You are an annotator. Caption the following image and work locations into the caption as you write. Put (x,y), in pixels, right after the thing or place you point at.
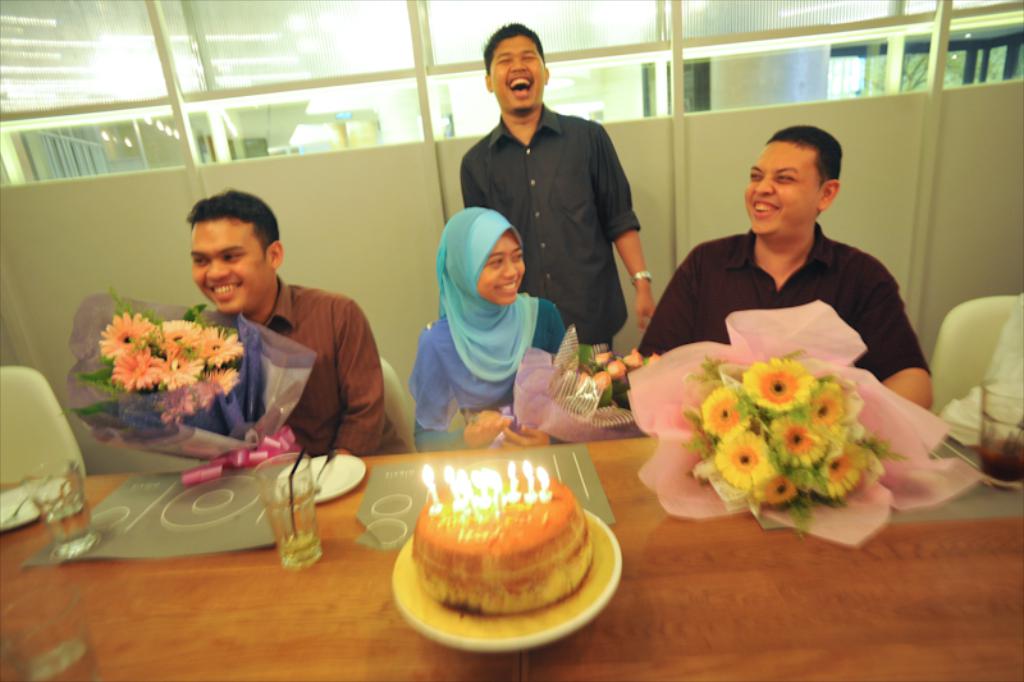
There are three people (372,353) sitting on the chairs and smiling. Here is another person (512,195) standing and smiling. This is the table (677,650) with a cake (451,546), glass (304,487), flower bouquet (747,429). At background (502,9) this looks like a glass doors (621,62).
